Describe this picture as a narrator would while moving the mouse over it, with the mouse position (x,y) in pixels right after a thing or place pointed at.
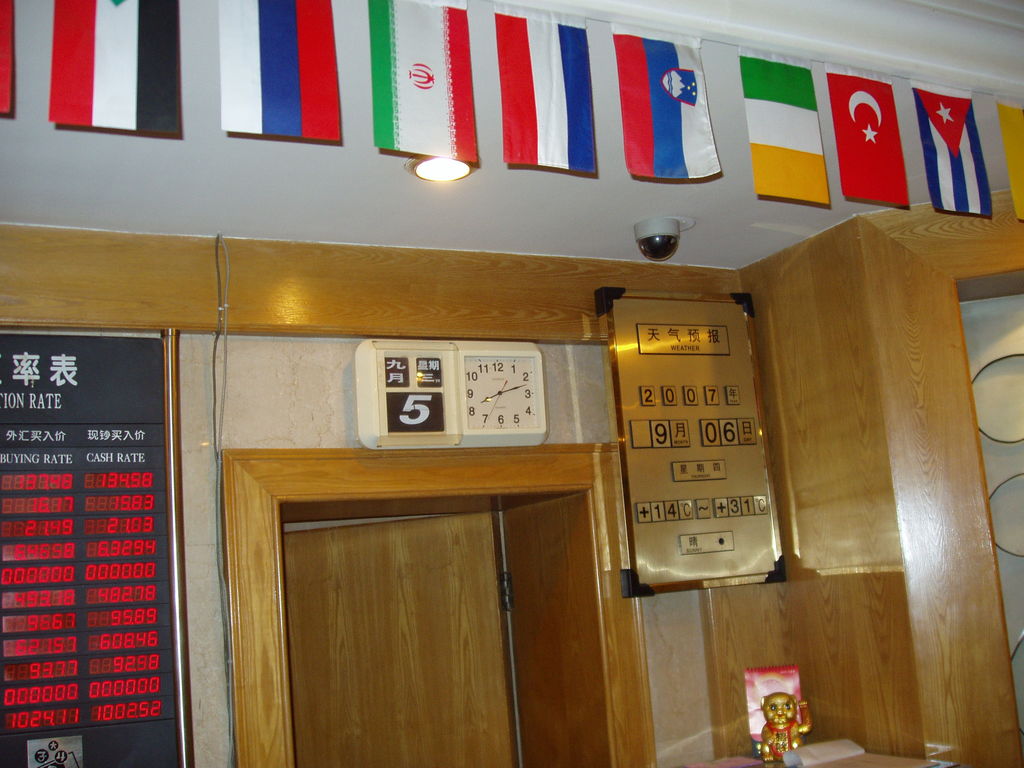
In the middle (567,485) it is a door (501,693), at the top (463,168) it's a light (454,177). On the right side (691,226) there is a camera (656,255).
